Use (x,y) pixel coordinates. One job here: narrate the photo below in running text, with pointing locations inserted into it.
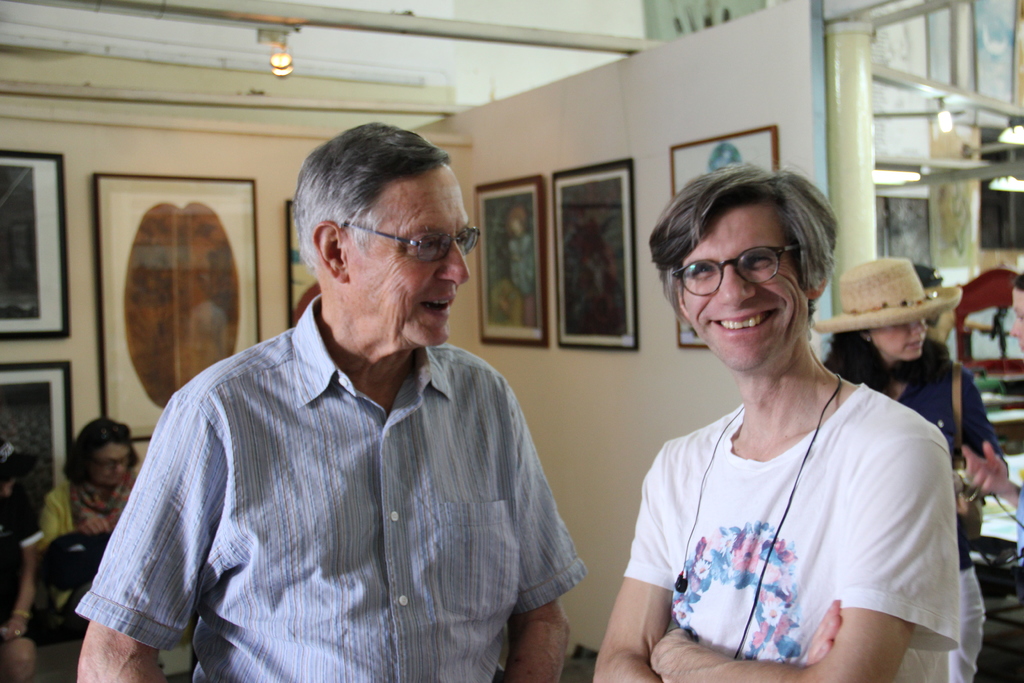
In this image in front (919,509) there are two persons (899,494) wearing a smile on their faces (732,353). Behind them there are few other people (71,516). On the backside (561,435) there is a wall (570,350) with the photo frames (624,160) on it. On the top of the roof (442,61) there are lights (941,116).
